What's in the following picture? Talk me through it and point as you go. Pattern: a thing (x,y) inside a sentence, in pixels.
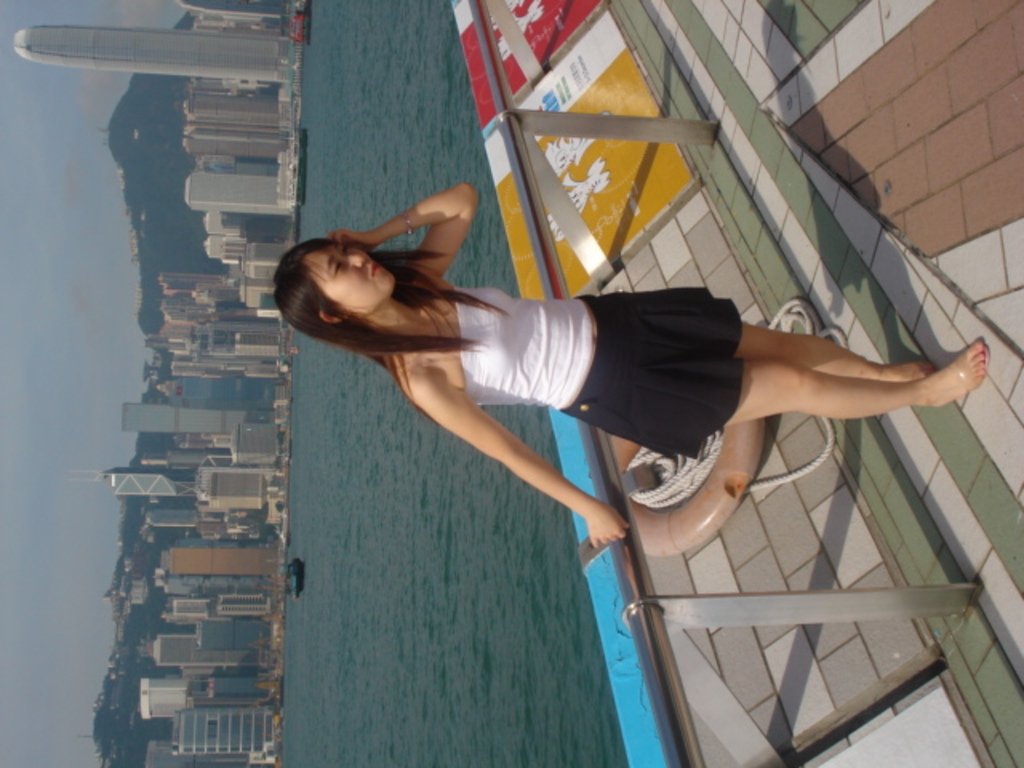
In the center of the image (561,338) we can see a person (808,375) is standing. Behind her, there is a railing (616,486), round shape object (699,530) and rope (691,479). On the left side of the image (79,276), we can see the sky (116,425), buildings (213,437), water (408,560), hills (121,685), boats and a few other objects (282,487).
